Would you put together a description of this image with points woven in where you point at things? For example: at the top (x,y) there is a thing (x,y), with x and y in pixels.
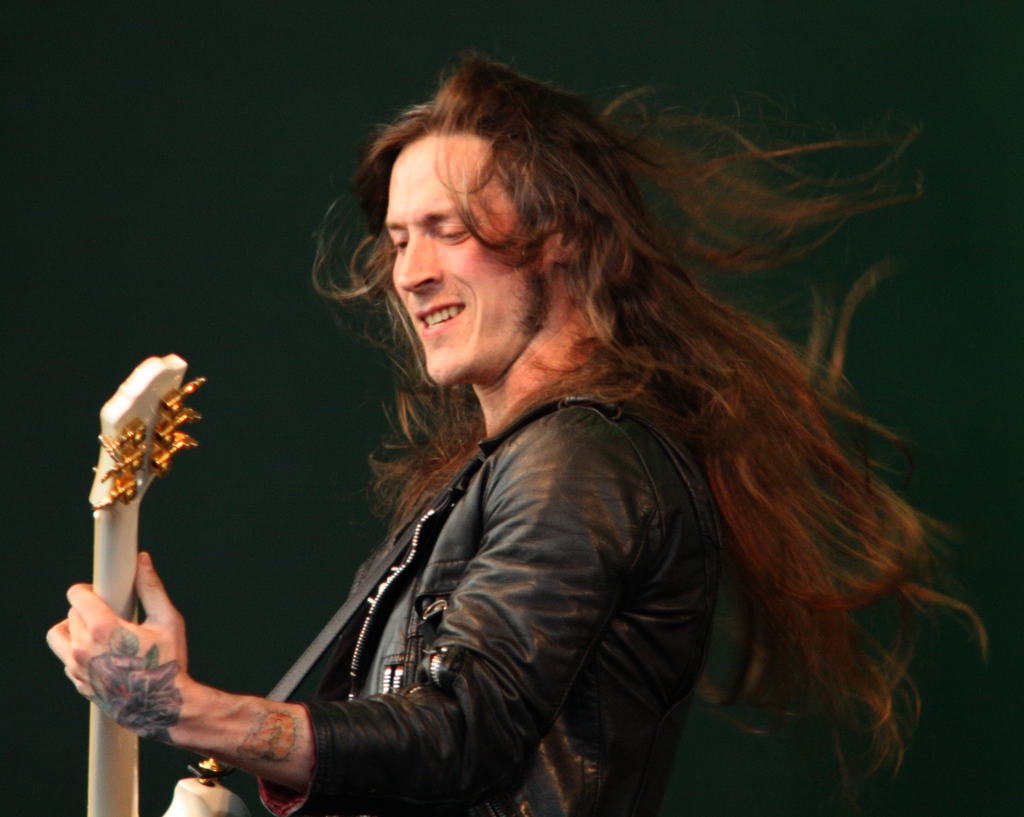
In this image we can see a person (573,616) wearing black color jacket (490,598) playing guitar (128,598) there are some tattoos (156,664) on his hands (204,740) and he has long hairs (611,277) and at the background of the image (139,139) there is black sheet (185,277).
